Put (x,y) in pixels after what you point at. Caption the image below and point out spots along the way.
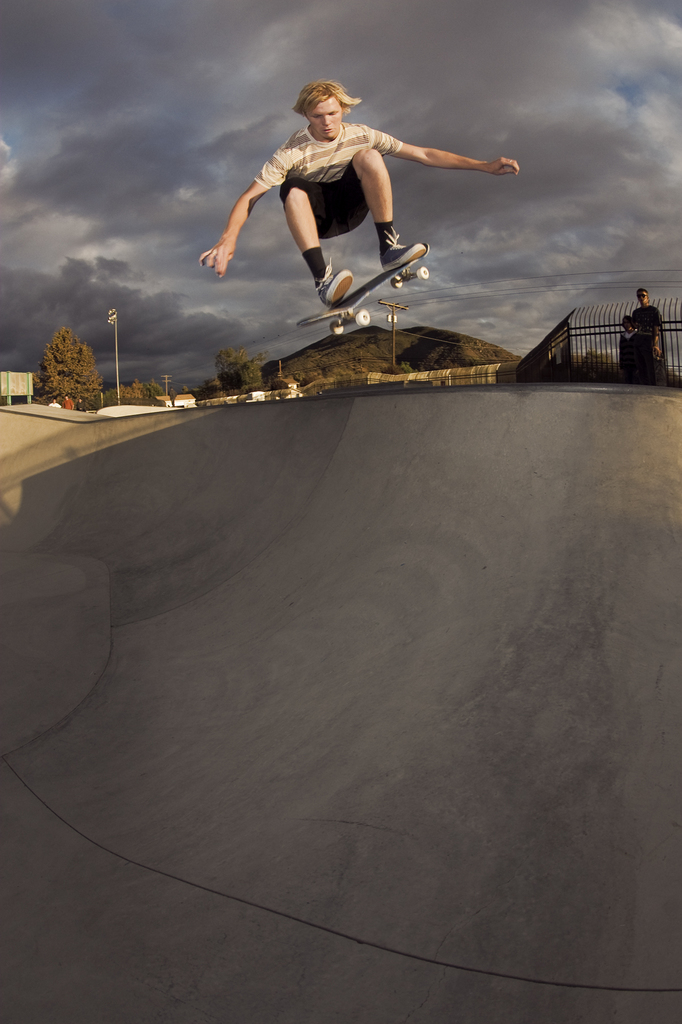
In the center of the image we can see a man (390,260) jumping with skating board (392,281). At the bottom (379,847) there is a ramp (217,454). In the background (407,331) there are trees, hills (345,345), fence (511,368), poles (116,347) and sky (203,142). On the right (636,351) there are people (639,340) standing.
